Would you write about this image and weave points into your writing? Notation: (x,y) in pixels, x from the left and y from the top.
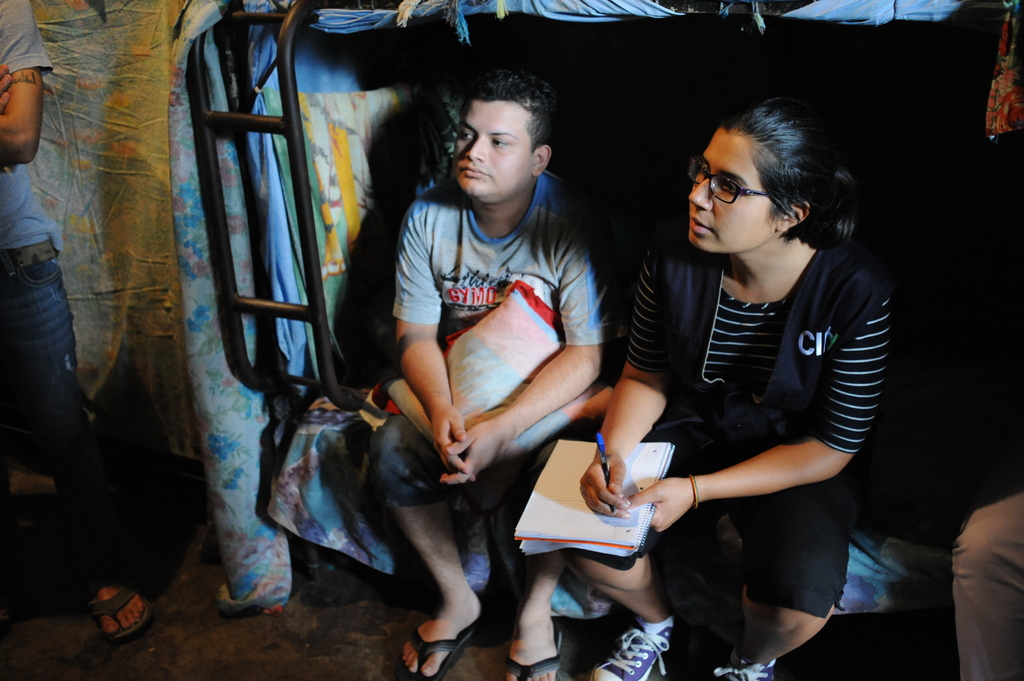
In this picture we can see two persons (648,332) sitting, on the left side (35,298) there is a person (69,320) standing, a woman (865,365) on the right side (755,370) is holding a book (618,530) and a pen (615,510), this person (508,282) is holding a pillow (516,352).
